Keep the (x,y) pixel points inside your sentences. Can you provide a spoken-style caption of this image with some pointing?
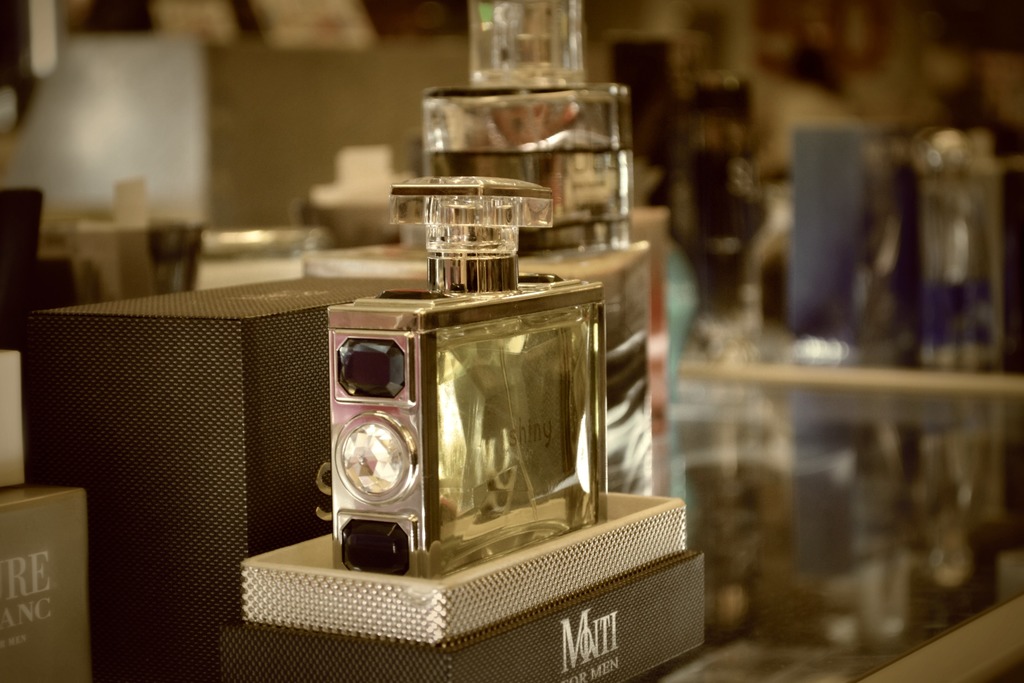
In the image in the center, we can see one table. On the table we can see perfume bottles (417,324). In the background (171,152) there is a wall (211,154) and a few other objects (768,255).
